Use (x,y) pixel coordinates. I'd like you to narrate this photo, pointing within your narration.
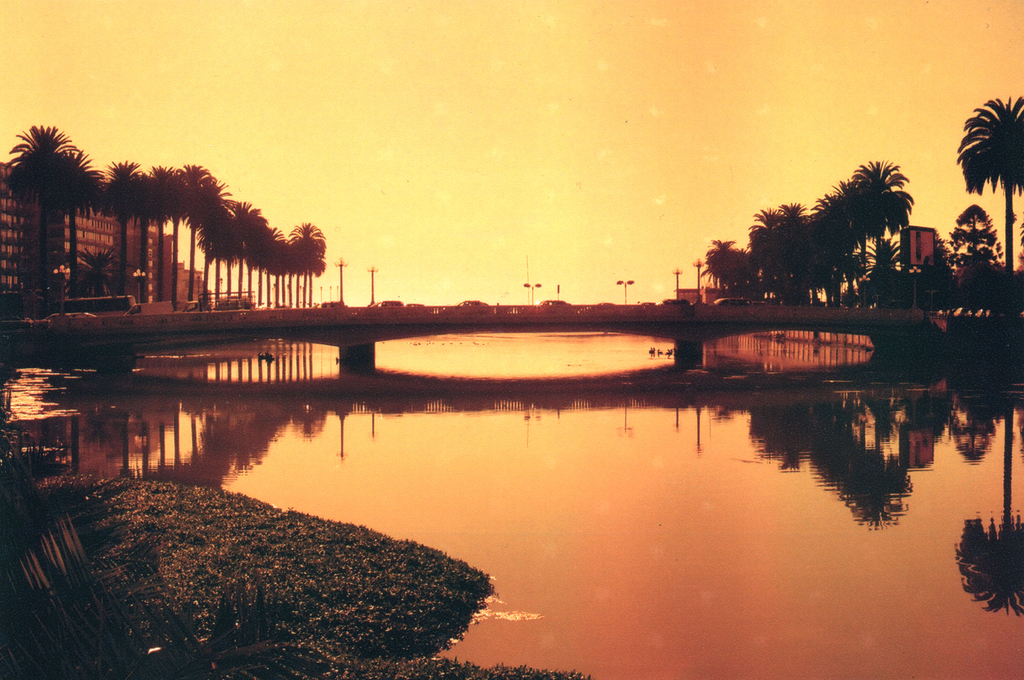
In this picture we can see water (450,469), trees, bridge (294,334), on the bridge (360,360) we can see vehicles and in the background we can see buildings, trees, electric poles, sky (903,127).
